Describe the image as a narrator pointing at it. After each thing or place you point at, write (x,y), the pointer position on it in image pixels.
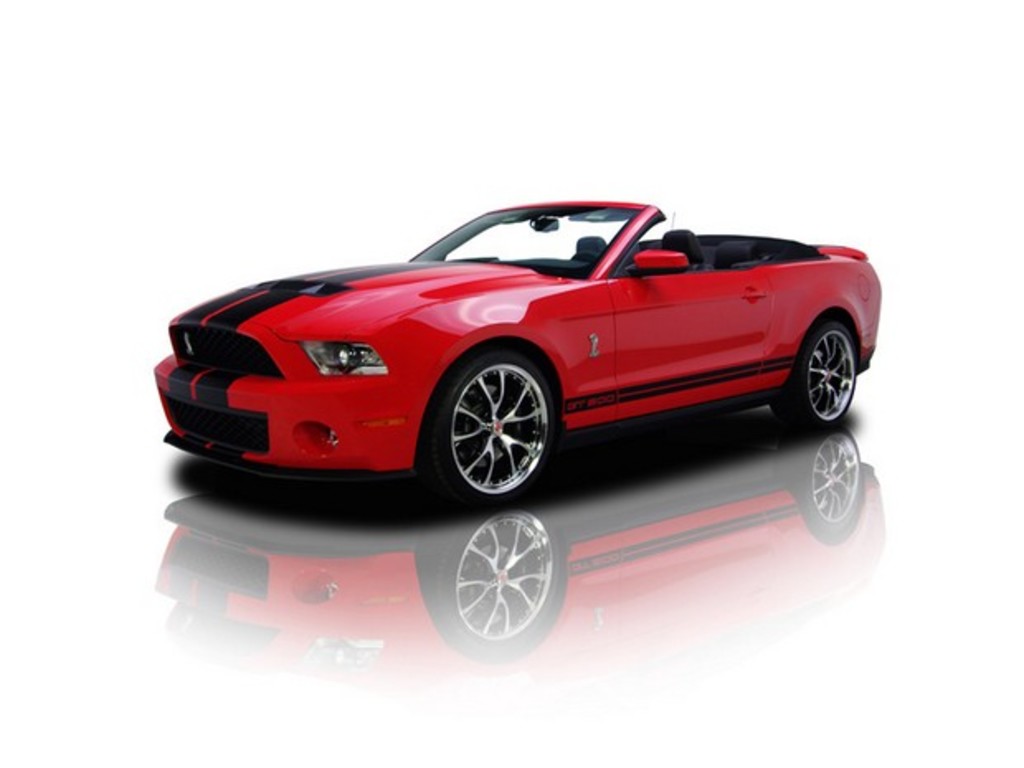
In this image there is a car (456,378) which is red and black in colour.
